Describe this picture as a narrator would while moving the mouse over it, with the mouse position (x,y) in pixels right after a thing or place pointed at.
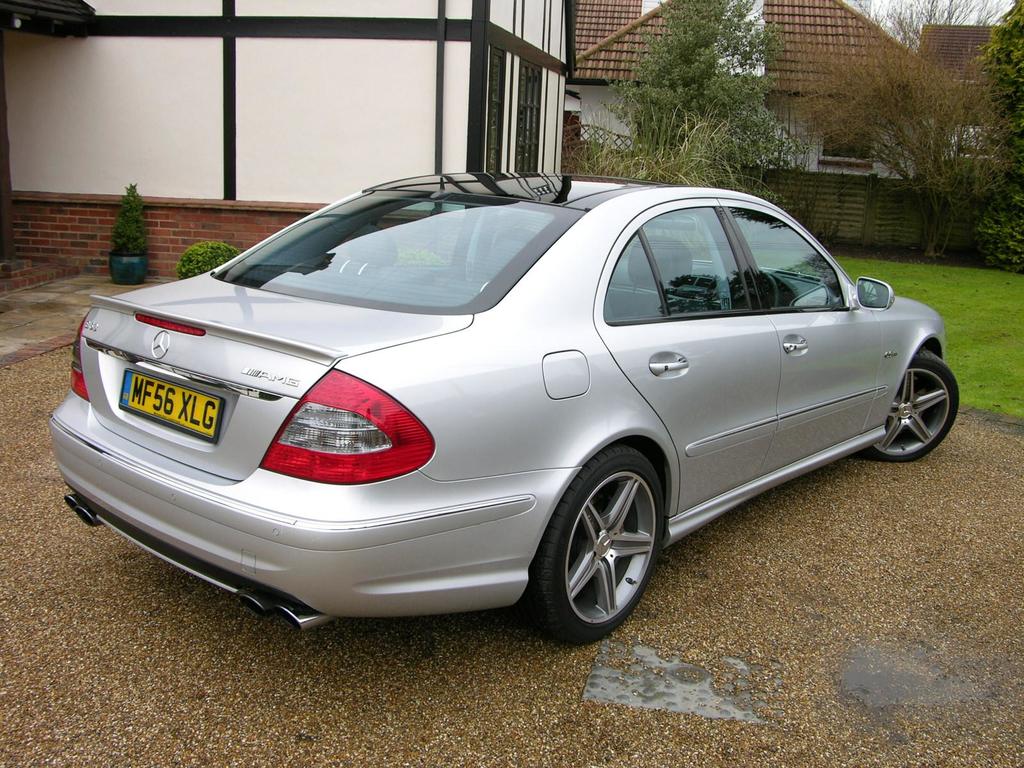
In this image we can see houses (556,96), plants (887,165), grass (1001,354), sand (241,619), car (498,591) and we can also see wooden object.
